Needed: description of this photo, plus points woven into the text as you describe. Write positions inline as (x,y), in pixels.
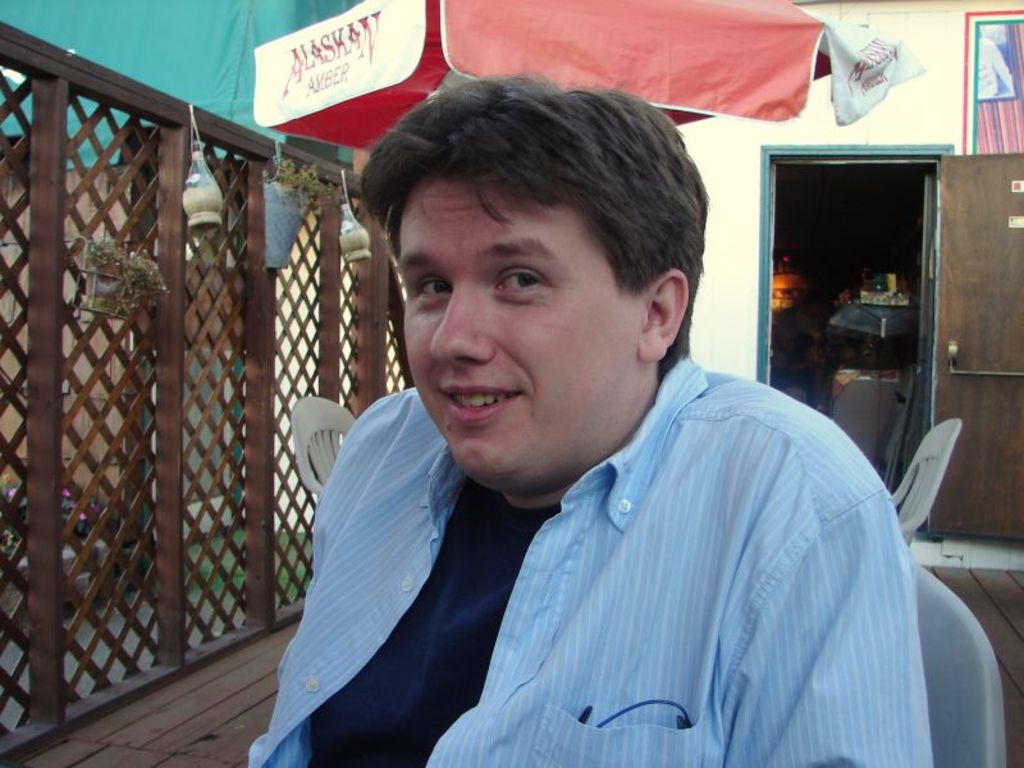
In the picture we can see a man (632,617) sitting on the chair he is with blue shirt (665,619) and smiling and beside him we can see a railing wall (382,360) with some plants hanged to it and behind him we can see a house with a door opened and some things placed in it and near it we can see an umbrella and a name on it Alaska.
